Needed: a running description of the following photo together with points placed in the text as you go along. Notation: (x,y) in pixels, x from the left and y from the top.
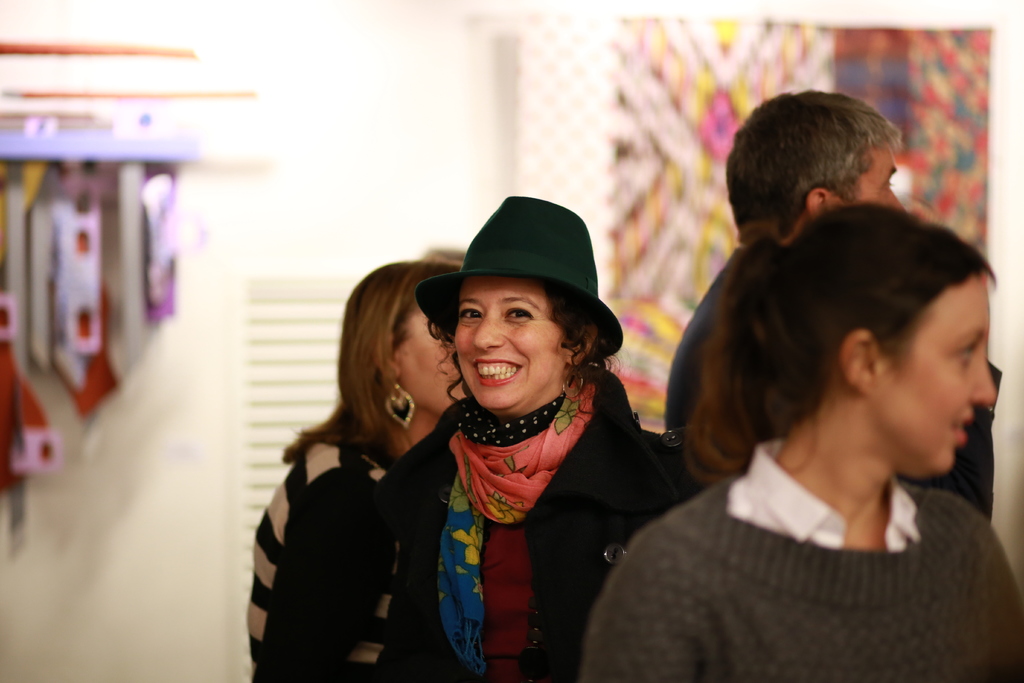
In this image I can see group of people (972,593) standing. The person (633,525) in front (564,503) wearing black jacket (558,521), maroon shirt (515,616), orange and blue color scarf (462,501). Background (186,463) I can see a wall (282,206) in white color.
